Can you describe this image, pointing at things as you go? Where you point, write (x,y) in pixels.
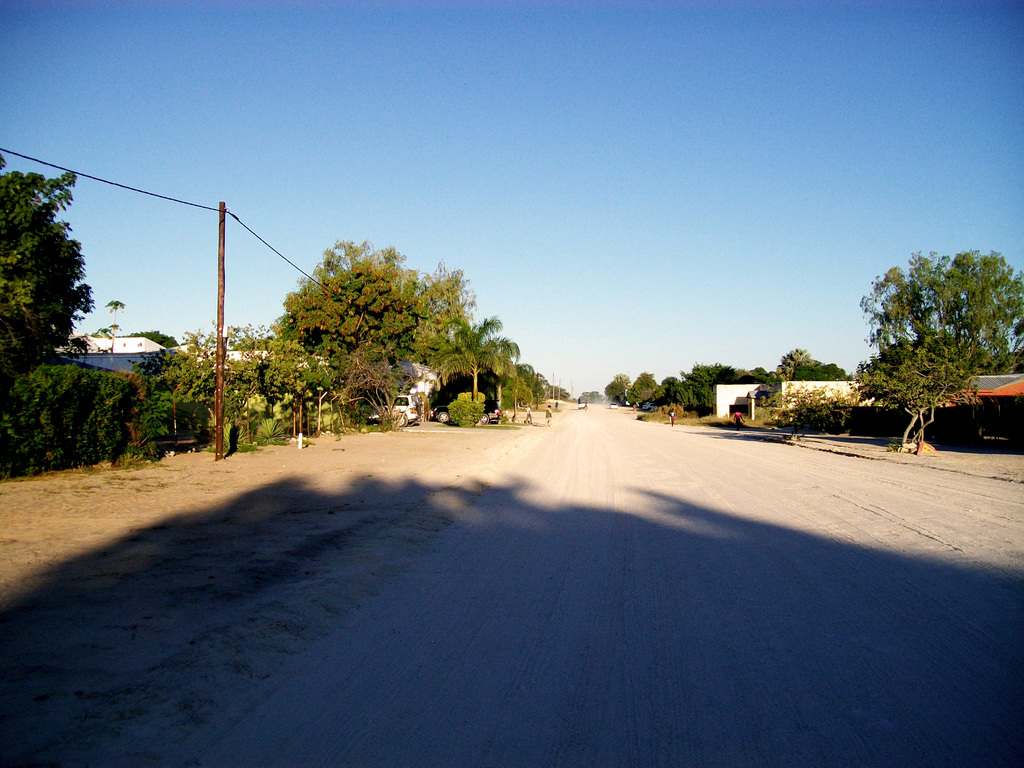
In this picture we can see a road (527,539) and on the left side of the road (565,583) there are trees (119,420), a vehicle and a pole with cables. On the right side of the road (619,466) there are houses (754,411) and on the path (552,422) there are some people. Behind the trees (482,385) there is the sky (541,115).
